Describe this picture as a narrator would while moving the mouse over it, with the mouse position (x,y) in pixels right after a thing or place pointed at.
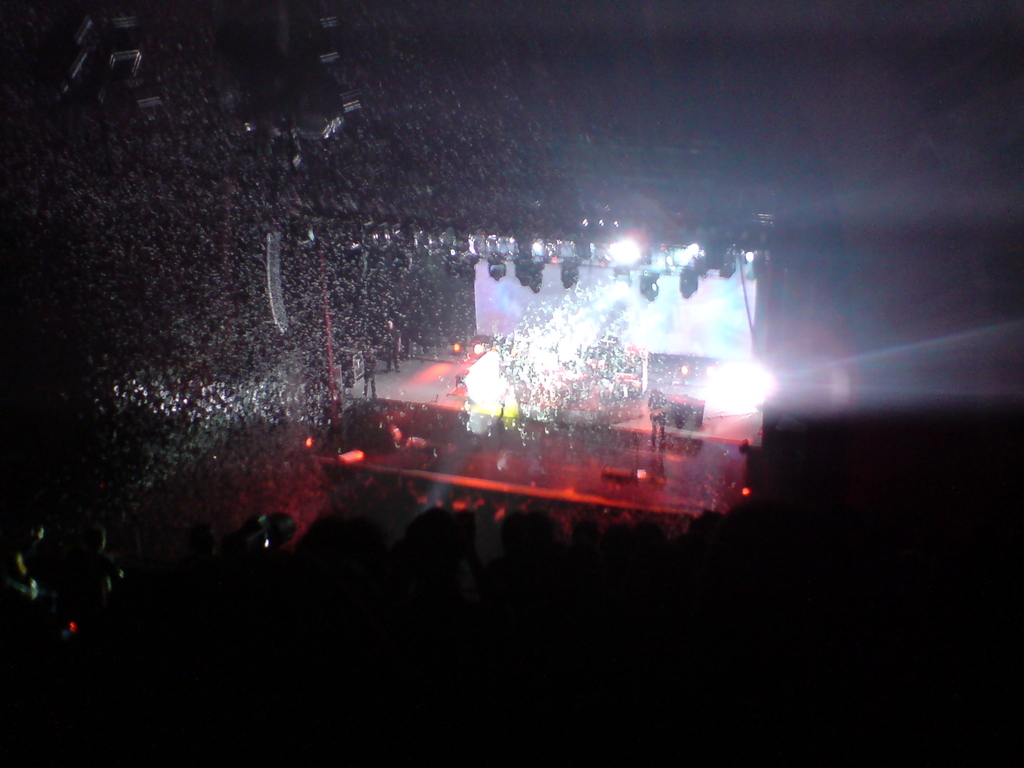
In this picture there is a stage (690,434) in the center of the image (522,365) and there are spot lights (532,268) and musical instrument (525,374) in the image, there are people (373,347) on the left side of the image (147,447).
